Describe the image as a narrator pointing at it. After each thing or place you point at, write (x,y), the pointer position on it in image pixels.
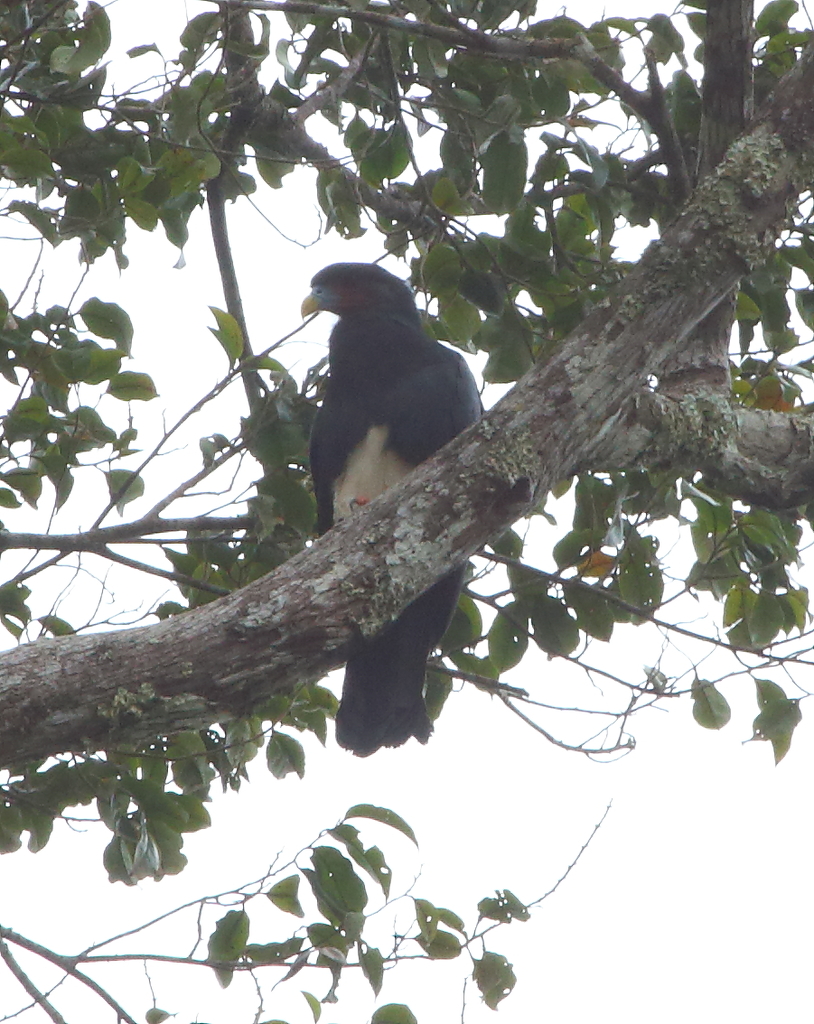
In this image I can see a black color bird (411,349) on a tree (428,566) which is looking towards the left side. I can see the leaves (517,268) in green color.
